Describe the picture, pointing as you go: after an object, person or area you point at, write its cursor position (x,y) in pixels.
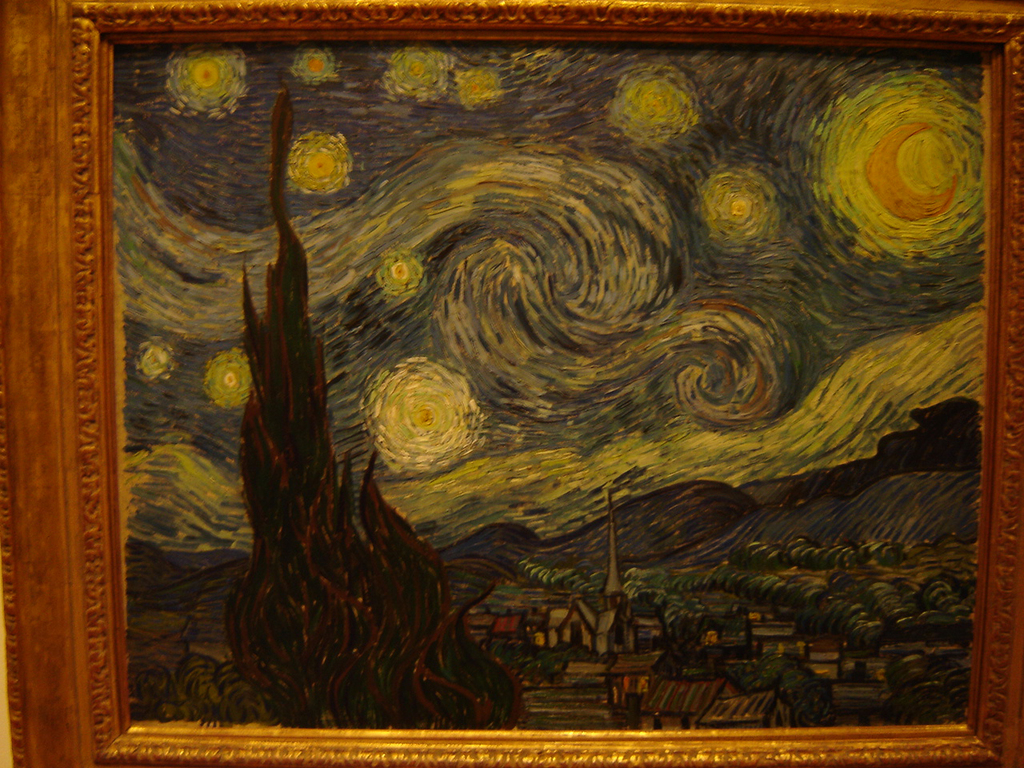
In this image there is a frame (225,757) and there is a painting (540,429) on the frame (67,530).
